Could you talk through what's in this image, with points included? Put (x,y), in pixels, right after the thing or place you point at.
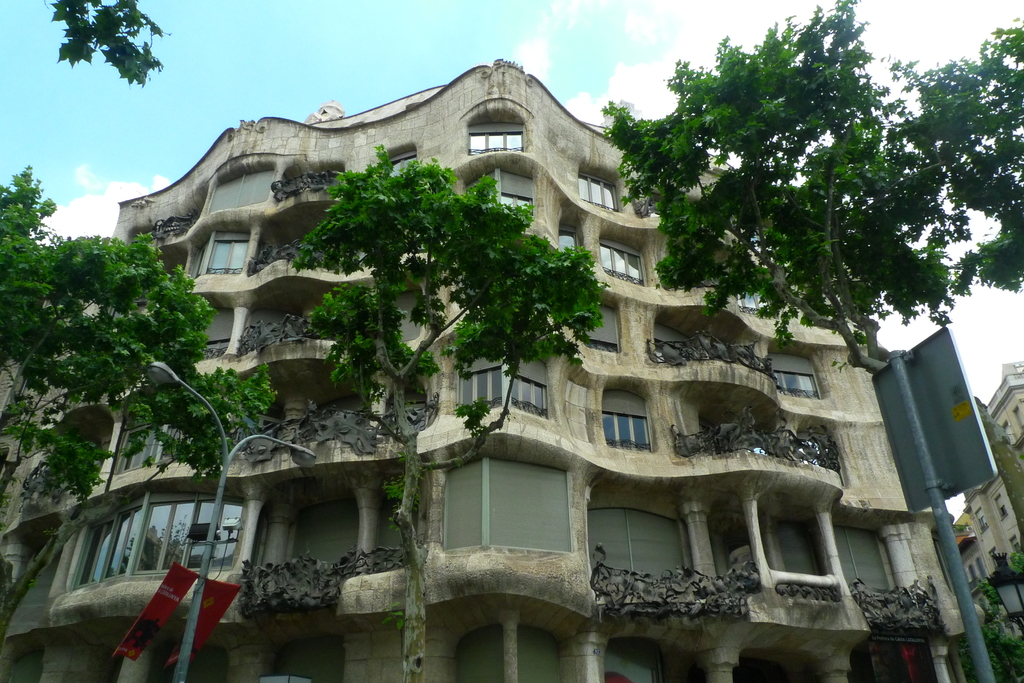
There are trees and poles (185,667). There are buildings (291,586) at the back (303,617).
